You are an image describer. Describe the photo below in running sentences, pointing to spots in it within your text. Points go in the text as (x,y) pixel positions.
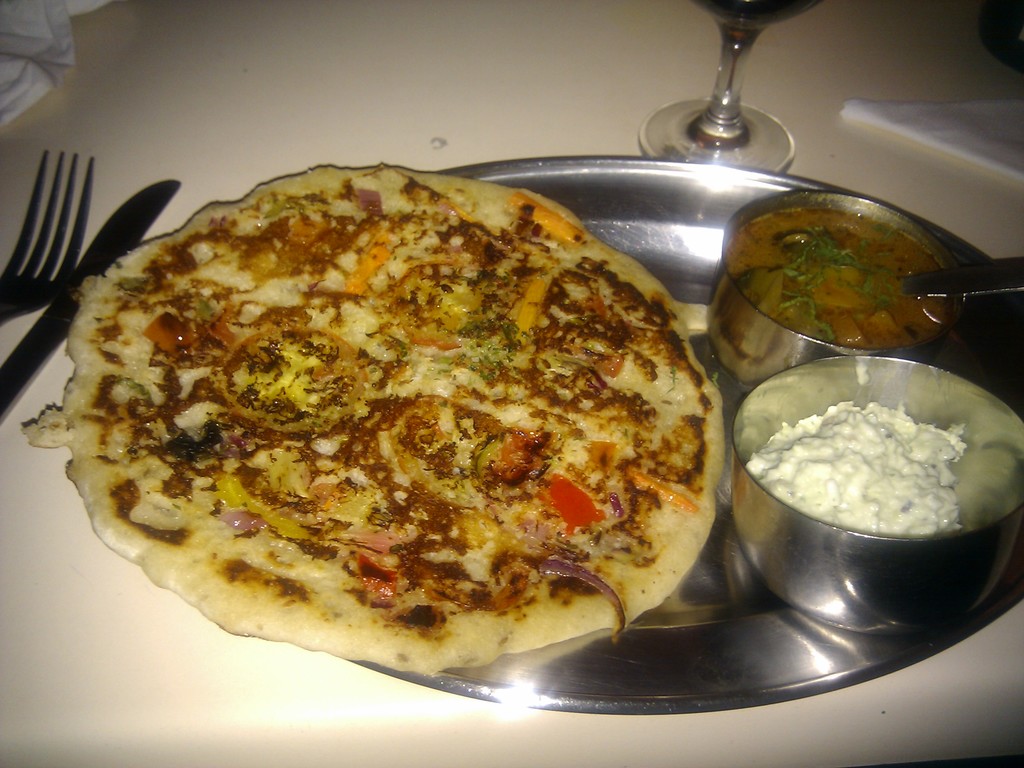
In the image there is a roti (433,410) on the plate (698,682) with curry (904,251) in two bowls (887,387) and beside it there is wine glass (728,57), knife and fork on the table (314,78).
